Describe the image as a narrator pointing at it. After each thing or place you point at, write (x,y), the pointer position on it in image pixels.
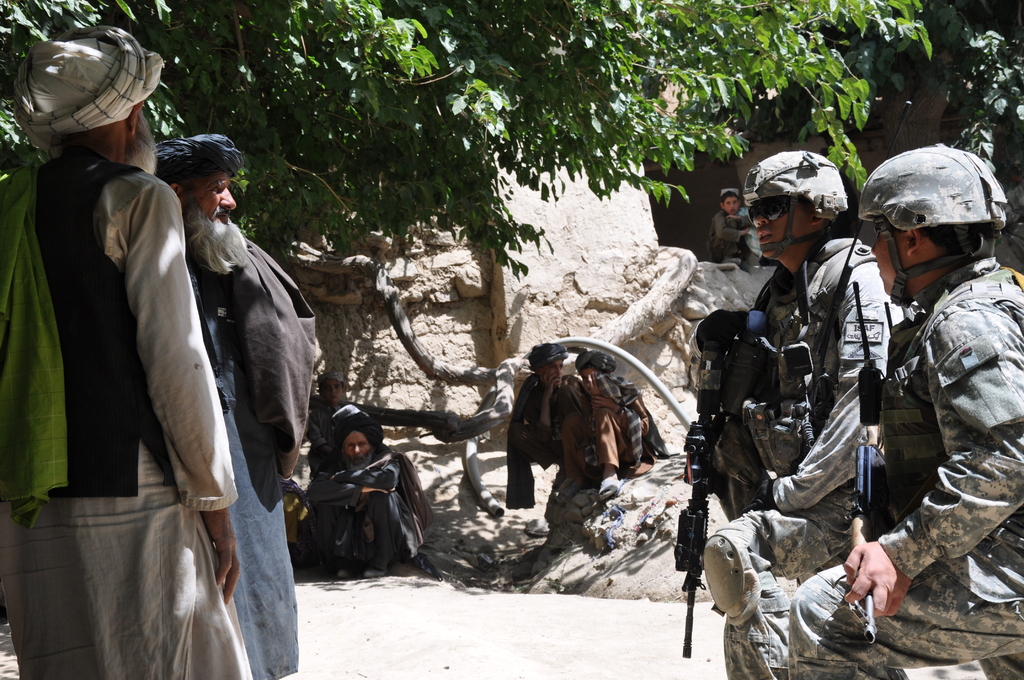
In this picture there are people (280,466), among them there are two people (842,447) holding guns (873,533) and wore helmets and we can see trees (663,59) and wall (595,237).
